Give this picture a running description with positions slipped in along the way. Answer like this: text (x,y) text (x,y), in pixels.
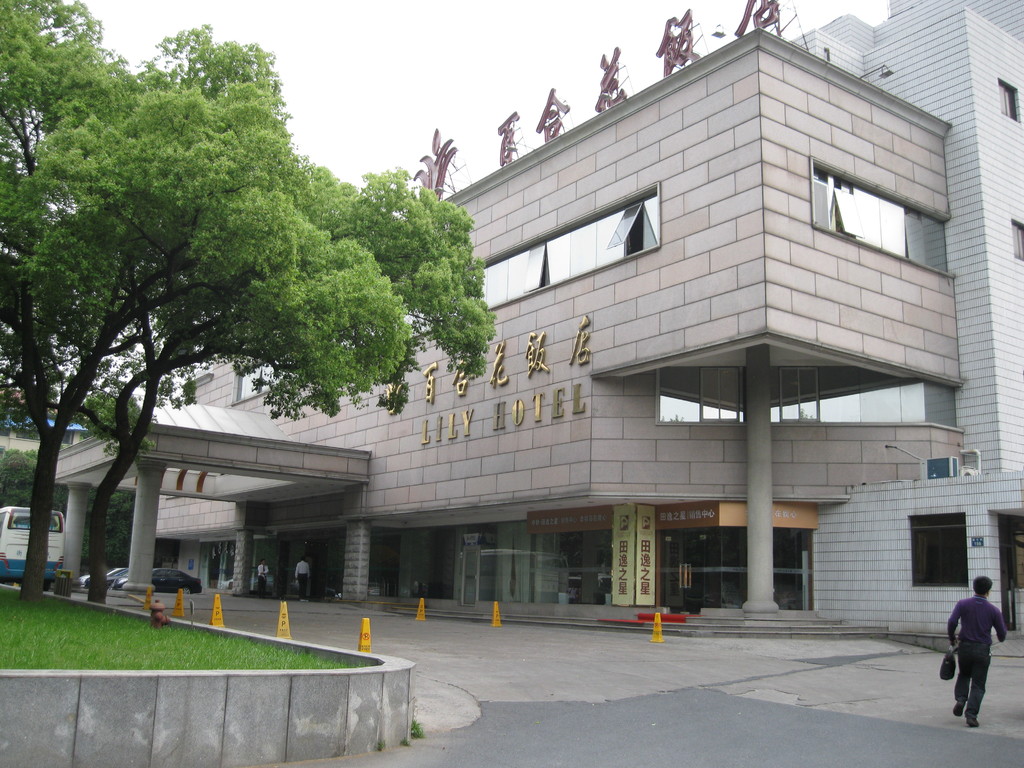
In this image there is a building (978,424) in front of that there are vehicles (56,540) parked behind that there are some divider cones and also there is a tree (40,474), person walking on the road (795,765).
